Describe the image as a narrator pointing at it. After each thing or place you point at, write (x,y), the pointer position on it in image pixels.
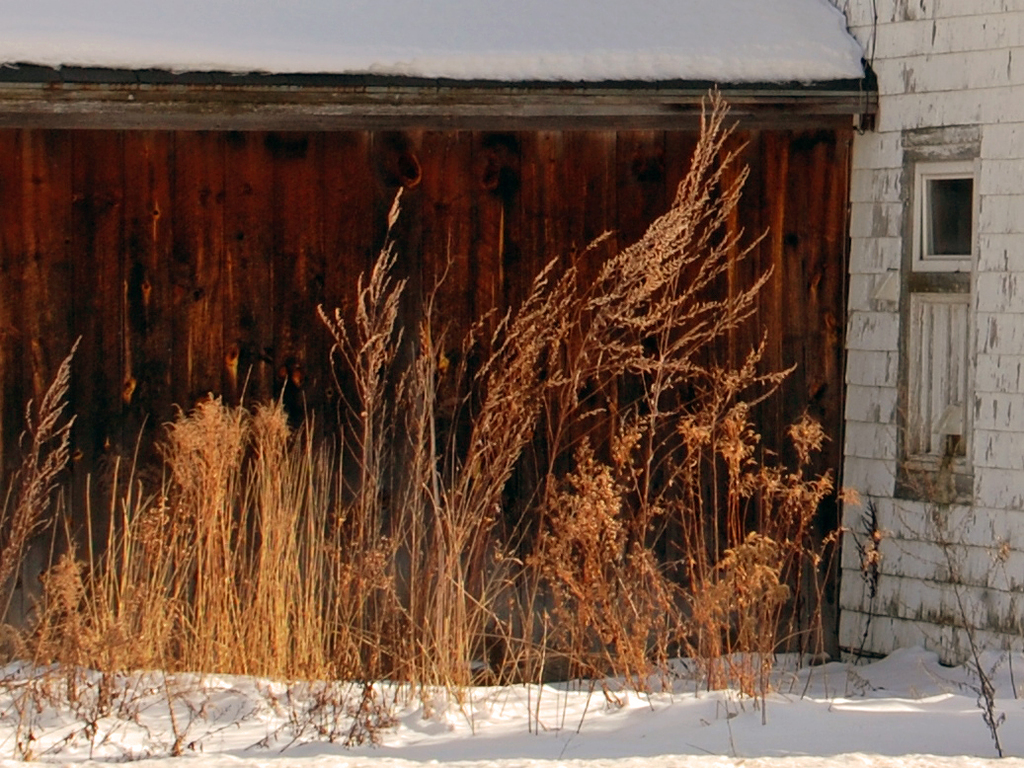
In the picture I can see few grass (735,496) which is on the snow (705,684) and there is a building (802,152) behind it.
